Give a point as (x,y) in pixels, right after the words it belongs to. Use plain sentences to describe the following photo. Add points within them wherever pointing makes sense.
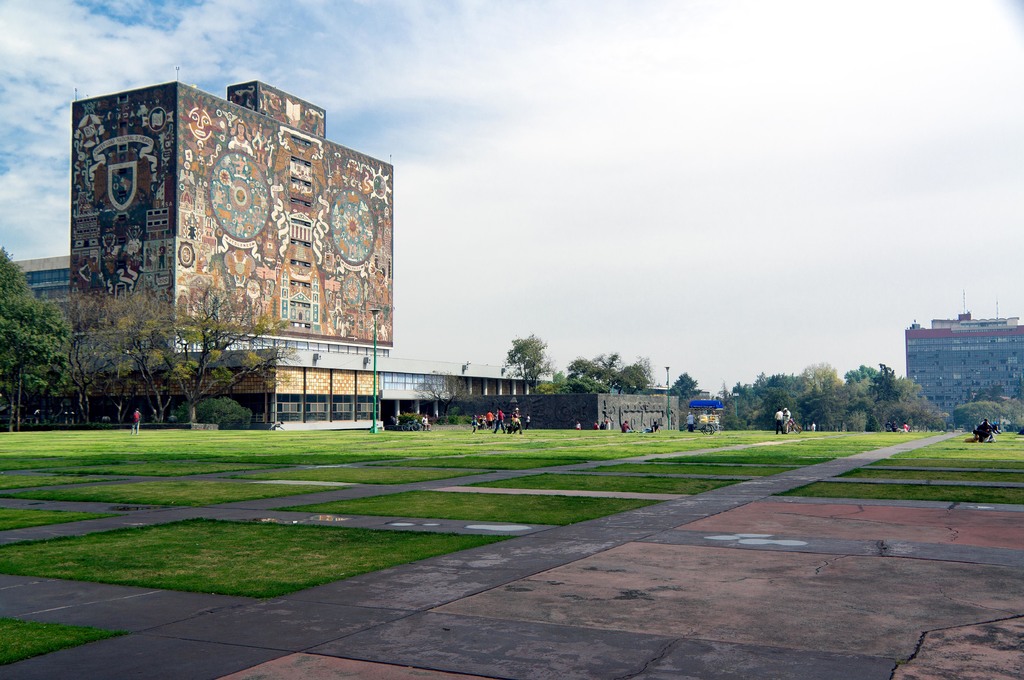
In this image there are buildings (259,384), trees (40,380), poles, a few people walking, there's grass (240,523) on the surface (477,430) and path (48,530). In the background (879,138) there is the sky (635,213).
